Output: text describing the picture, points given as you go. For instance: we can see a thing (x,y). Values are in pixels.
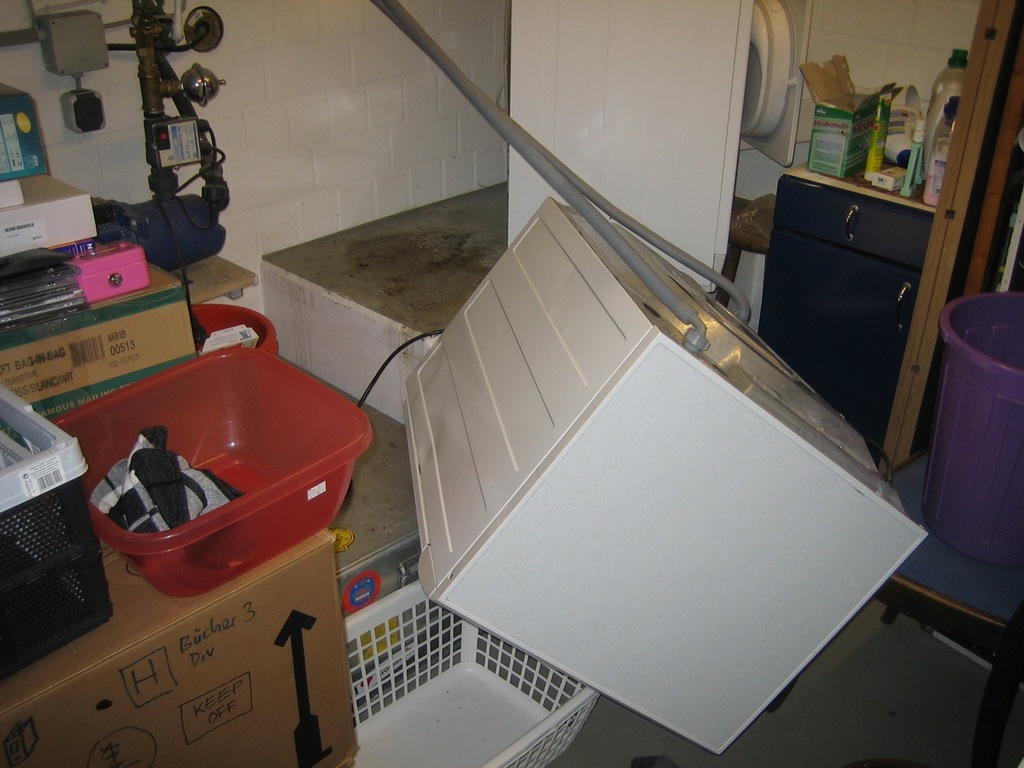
In this image we can see group of cardboard boxes (46,174) and containers (298,504) placed on the ground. To the right side of the image (992,466) we can see a container (989,445) placed on the stool (968,596). In the background (885,118) we can see group of bottles (933,177) placed on the cupboard (812,274).
